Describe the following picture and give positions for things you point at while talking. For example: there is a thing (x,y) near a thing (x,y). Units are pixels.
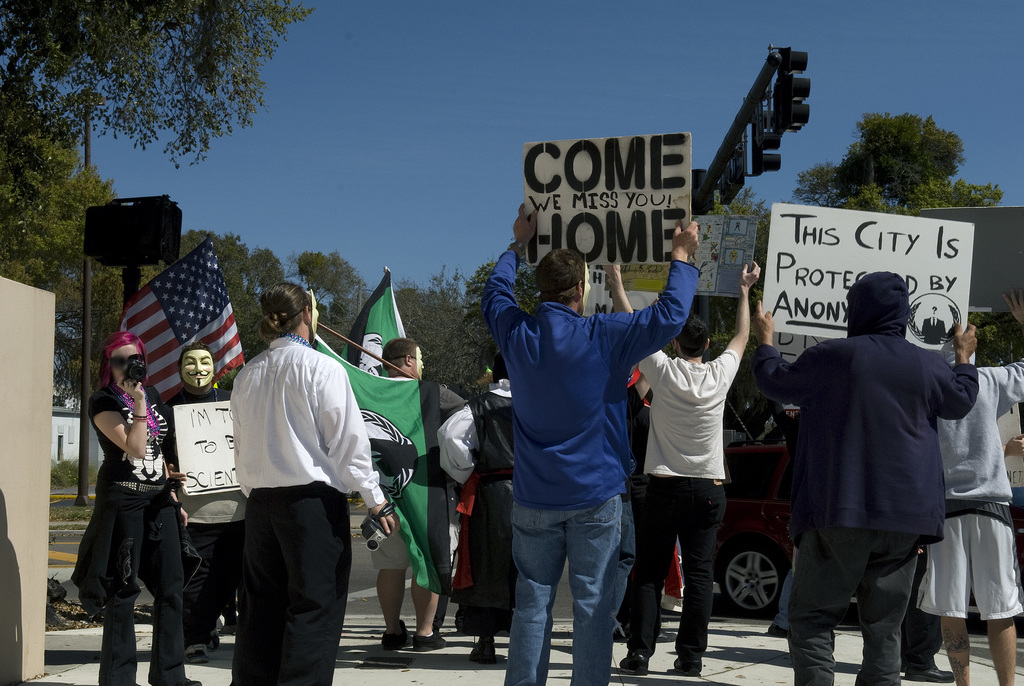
In this image there are a few people (971,461) standing and they are wearing masks (190,372) on their face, few (870,415) are holding boards (632,284) with some text (632,219), banner (394,396) and flags (395,414). In the background (382,121) there are trees (68,303), poles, signals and the sky (350,115).
